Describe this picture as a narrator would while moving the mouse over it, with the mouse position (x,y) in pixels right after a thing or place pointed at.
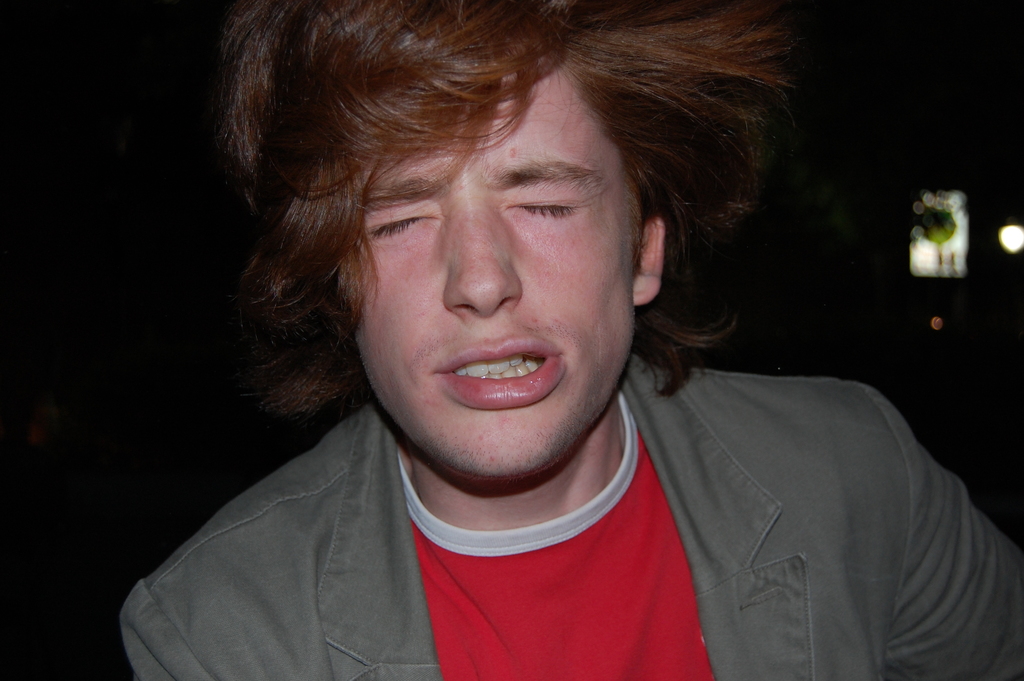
In this picture we can see a man (551,397) in the jacket (376,576). Behind the man (531,357) there is the dark background (785,300) and lights (1007,230).
